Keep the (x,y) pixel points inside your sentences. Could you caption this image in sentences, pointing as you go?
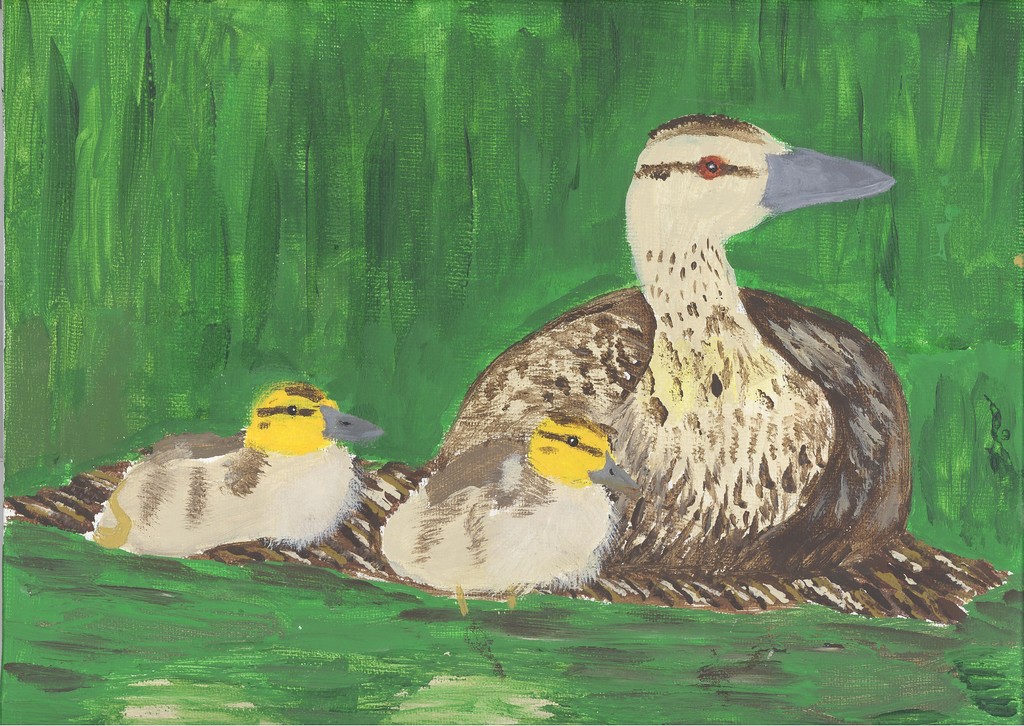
In the image we can see there is a painting (469,240) of duck (647,359) with her ducklings (566,534).
